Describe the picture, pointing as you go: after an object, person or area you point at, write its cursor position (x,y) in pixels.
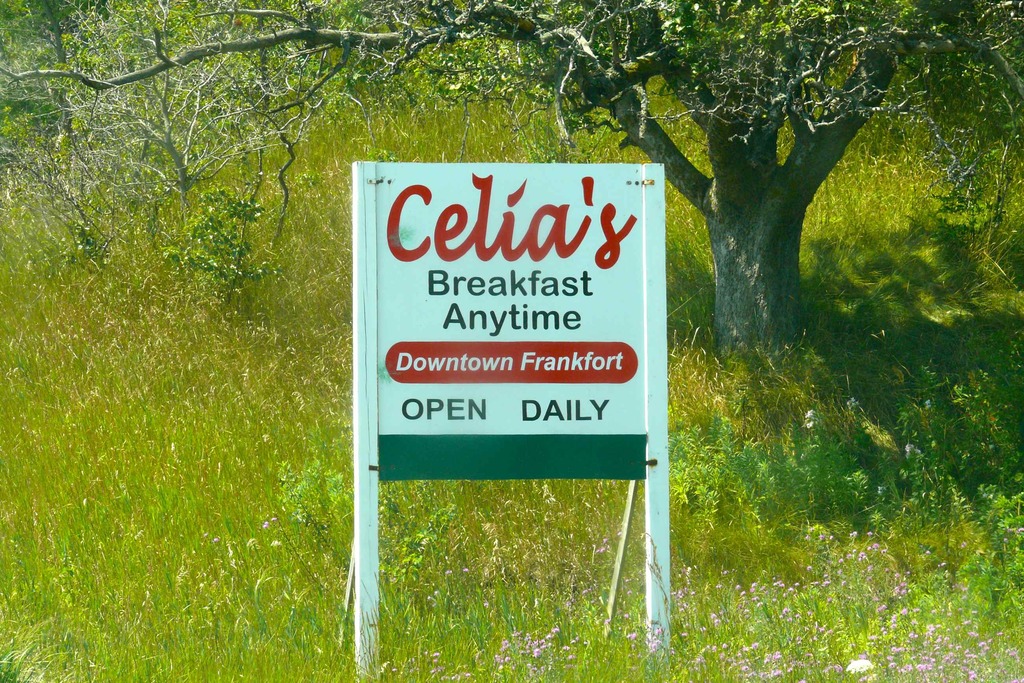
In this image, we can see some plants (256,581) and trees (340,71). There is a board (523,261) in the middle of the image (518,297).
